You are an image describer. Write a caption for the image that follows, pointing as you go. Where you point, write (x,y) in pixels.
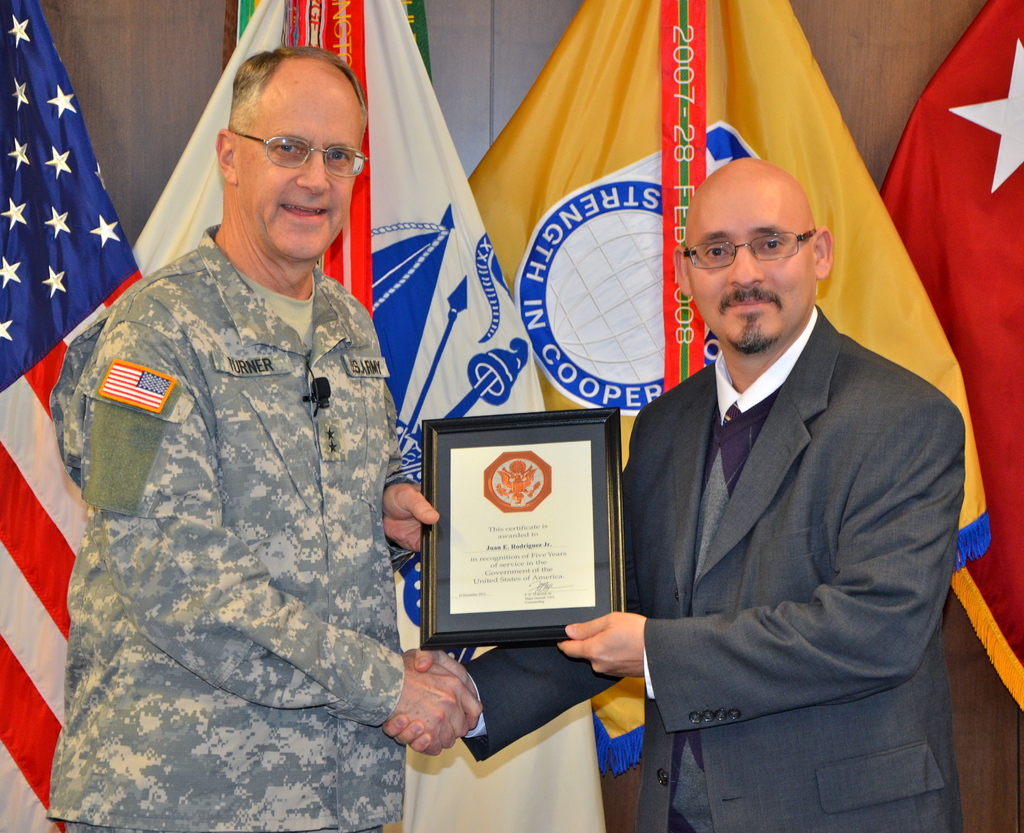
There are two men (668,598) wearing specs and holding a certificate (512,552). In the background (478,173) there are flags (521,168) of different kinds.
